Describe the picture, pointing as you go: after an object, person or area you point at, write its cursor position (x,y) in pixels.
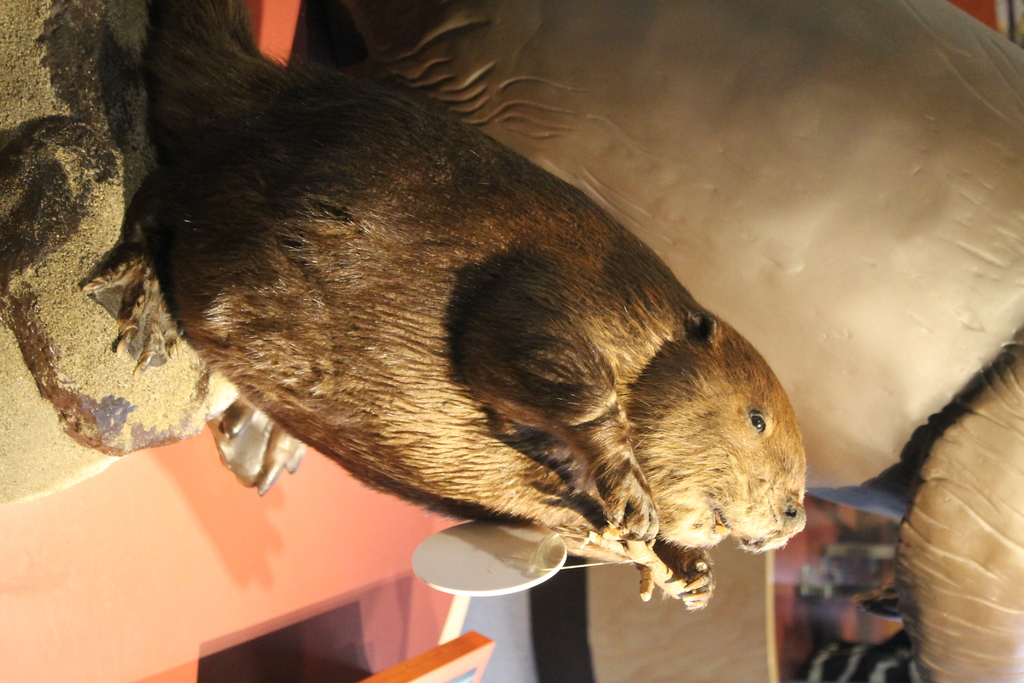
In this image there is a stuffed beaver (501,342) on top of a rock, beside the beaver (754,473) there is an object (851,191).
